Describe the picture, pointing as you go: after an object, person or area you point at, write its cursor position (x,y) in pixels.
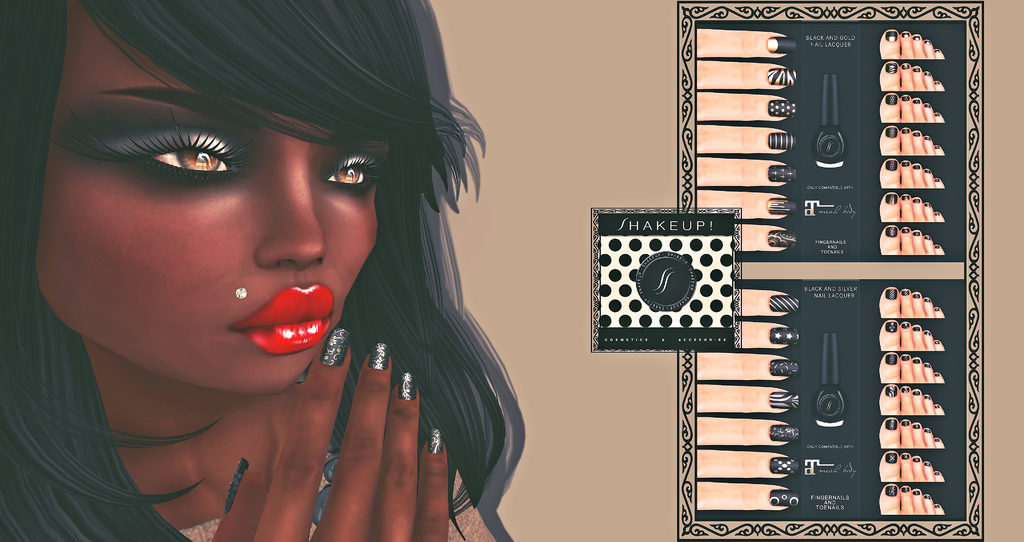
This is an animated image, we can see a lady (242,446) and a poster (971,152) with some images (725,446) and some text (834,471) on it.
